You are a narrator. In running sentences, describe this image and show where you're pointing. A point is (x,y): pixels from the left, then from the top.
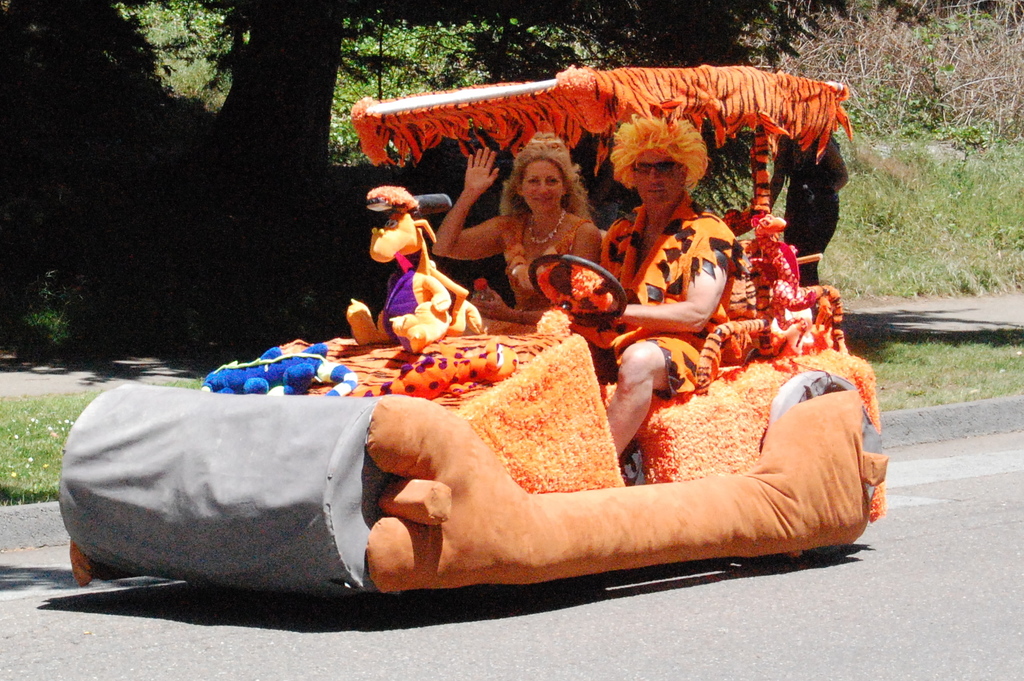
In the middle of the image (655,313) two persons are riding a vehicle (271,421) on the road (481,654). Behind the vehicle (785,95) we can see a person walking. Behind the person (831,157) there are some trees (484,25) and grass (1002,381).
